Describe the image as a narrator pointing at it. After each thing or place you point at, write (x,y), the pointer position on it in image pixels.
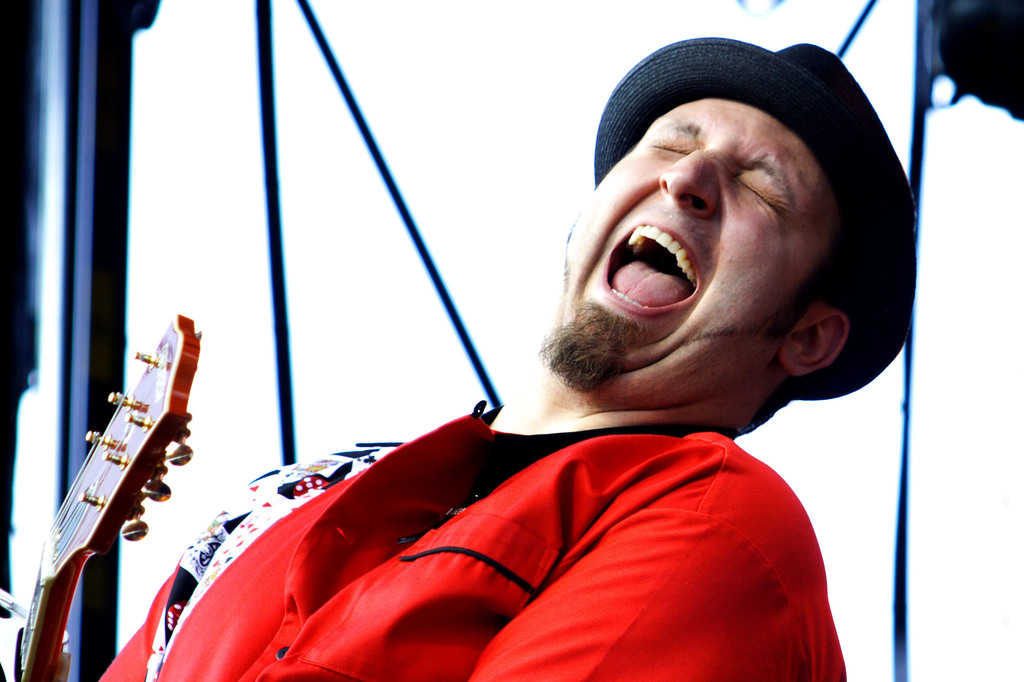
Here a man (583,392) closes his eyes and opened his mouth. On the left (105,518) there is a guitar (55,567).
